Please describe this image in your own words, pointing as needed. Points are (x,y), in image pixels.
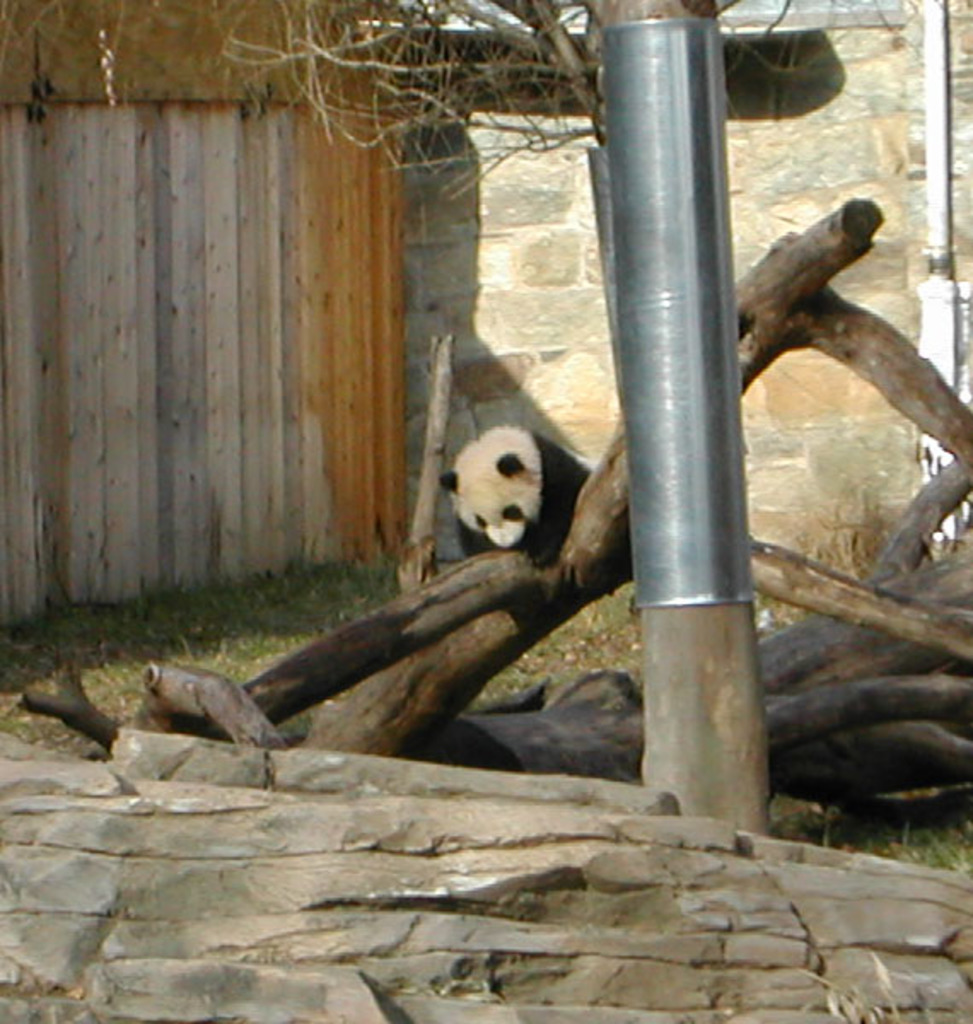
In this picture we can see a panda (467,535), wooden logs (502,581), grass (346,591), stones (323,818) and a tree (714,684) with a metal object (693,207) on it. In the background (537,340) we can see the walls (423,271).
